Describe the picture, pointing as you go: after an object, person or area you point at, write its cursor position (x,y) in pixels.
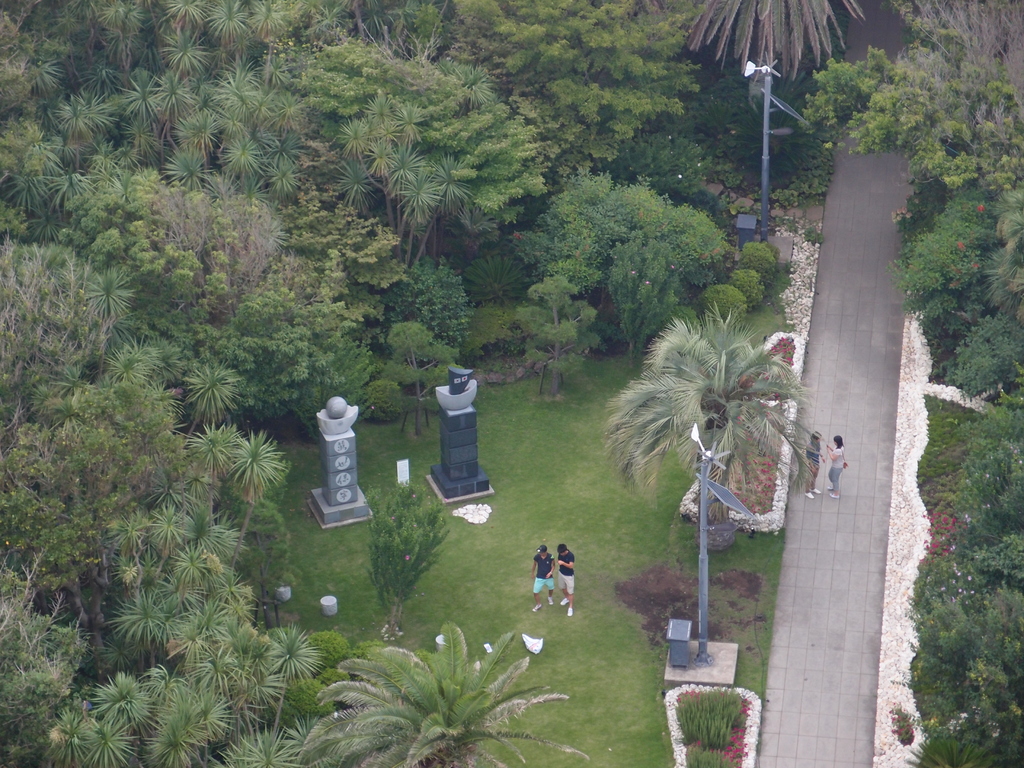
In the image we can see some trees (159,745), poles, plants (1009,705), grass (492,543) and four persons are standing.
